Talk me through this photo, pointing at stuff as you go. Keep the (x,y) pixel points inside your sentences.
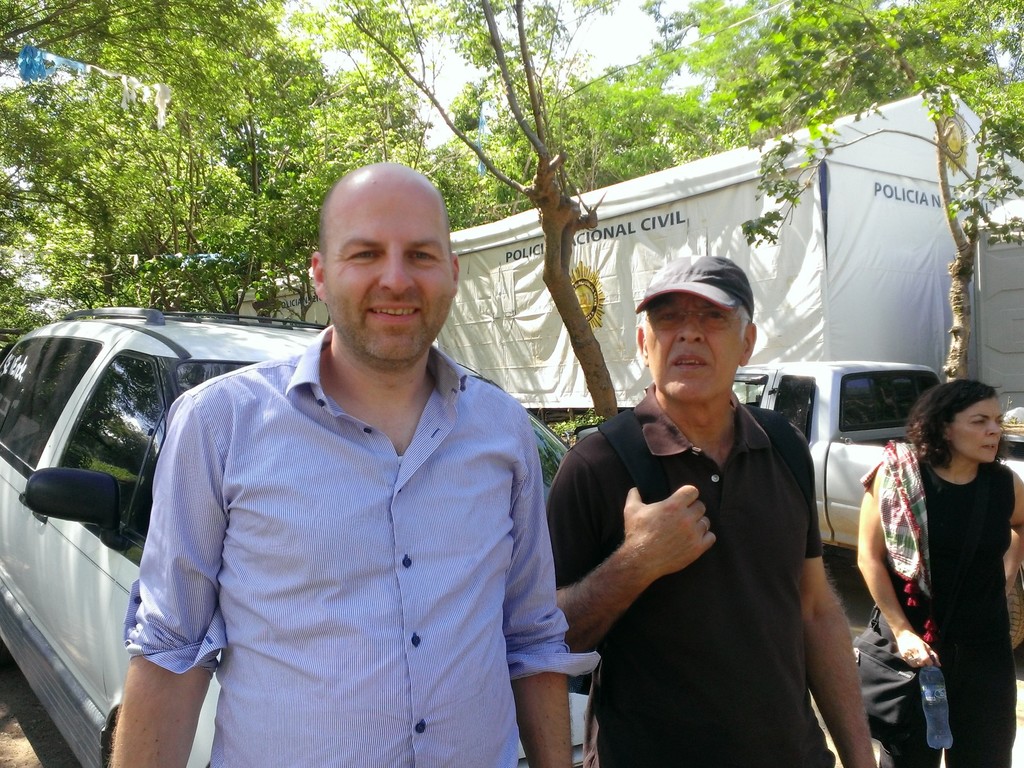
There is a man (499,619) in shirt (422,649) near another person (649,575) who is in t-shirt (723,476), smiling and standing. On the right side (941,635), there is a woman (990,460) holding a bottle (939,672) and standing. In the background (958,333), there are vehicles (110,429), trees (119,283), white color tent (518,242) and clouds (595,24) in the sky (615,22).
